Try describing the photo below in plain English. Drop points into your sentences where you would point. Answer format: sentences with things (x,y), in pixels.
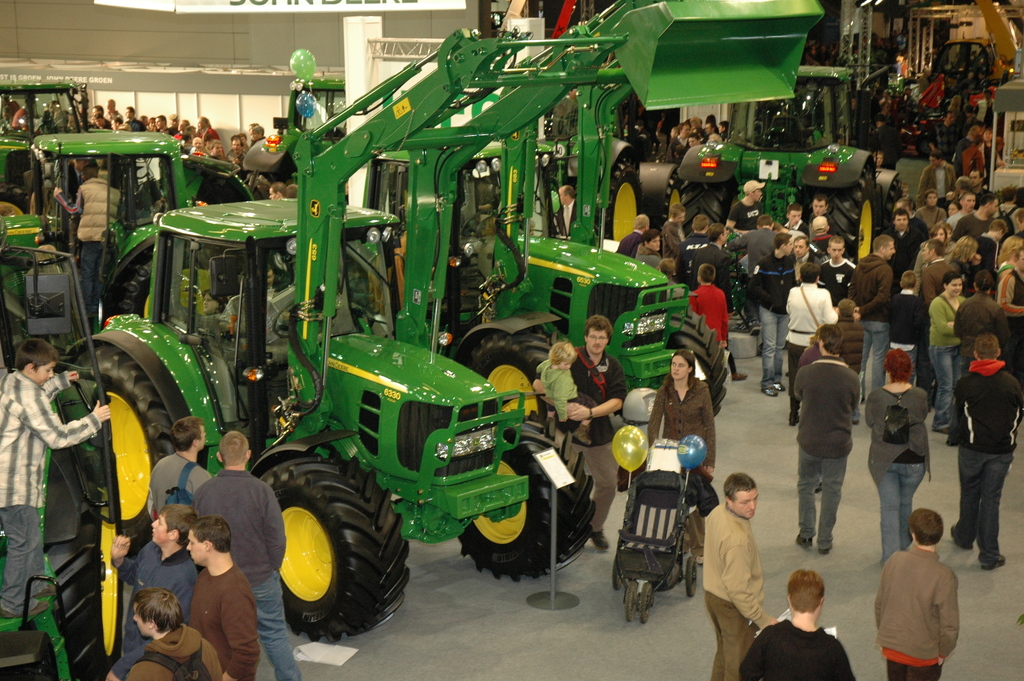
In this picture we can see vehicles (165,135), stroller (674,482), balloons (681,457), stand (557,497) and a group of people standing on the floor (399,666).
